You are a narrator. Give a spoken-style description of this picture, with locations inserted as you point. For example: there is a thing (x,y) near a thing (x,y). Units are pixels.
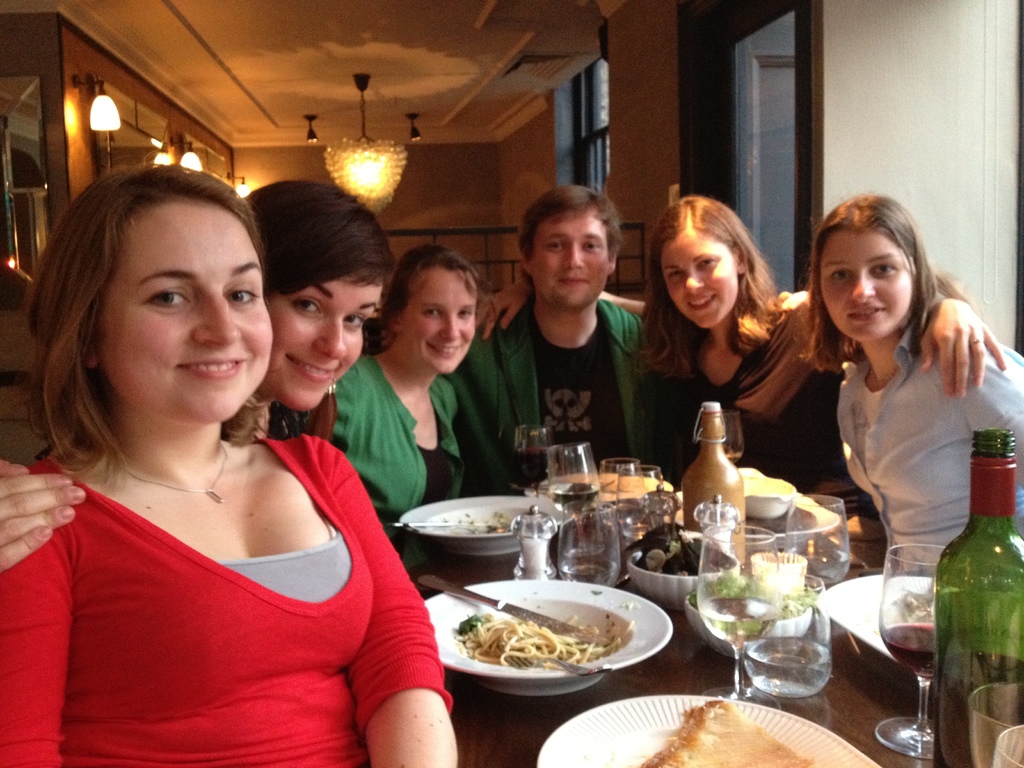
In this image we can see This six people (134,386) are sitting around the table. There are few plates (568,603) with food (511,631), forks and knives (495,605), glasses (579,554), bottles (1001,566) and bowls (664,573) on the table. In the background of the image (343,151) we can see chandelier (326,149) on the ceiling (403,69).
